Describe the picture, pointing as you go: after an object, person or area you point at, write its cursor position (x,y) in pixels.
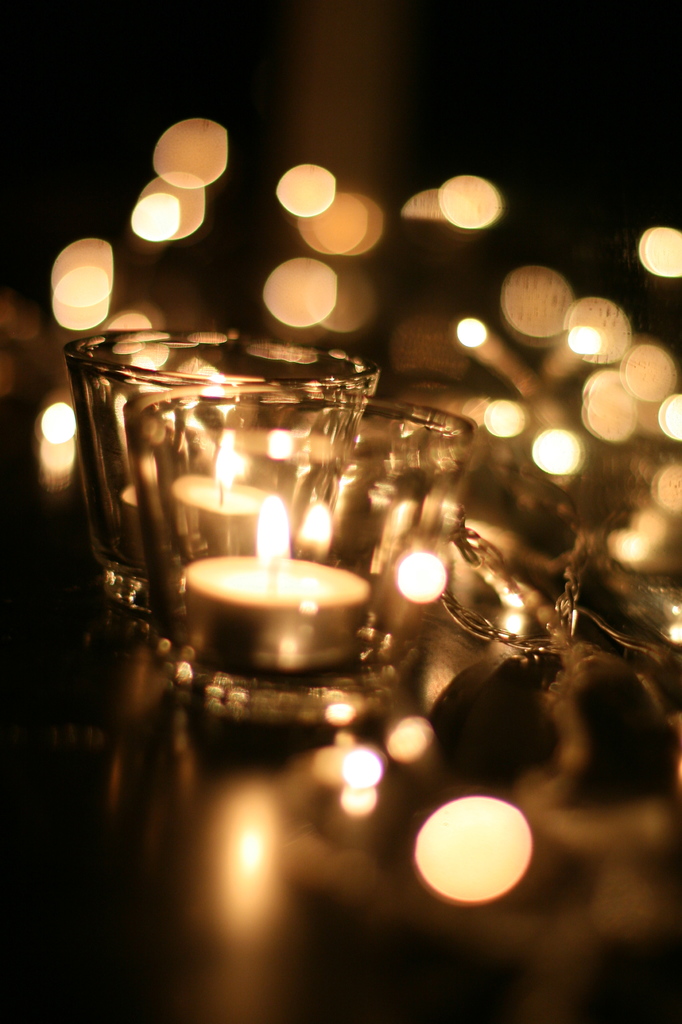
In this picture, there are two glasses (199,350). In each glass (279,462), there is a candle (326,653) with fire (275,531).
